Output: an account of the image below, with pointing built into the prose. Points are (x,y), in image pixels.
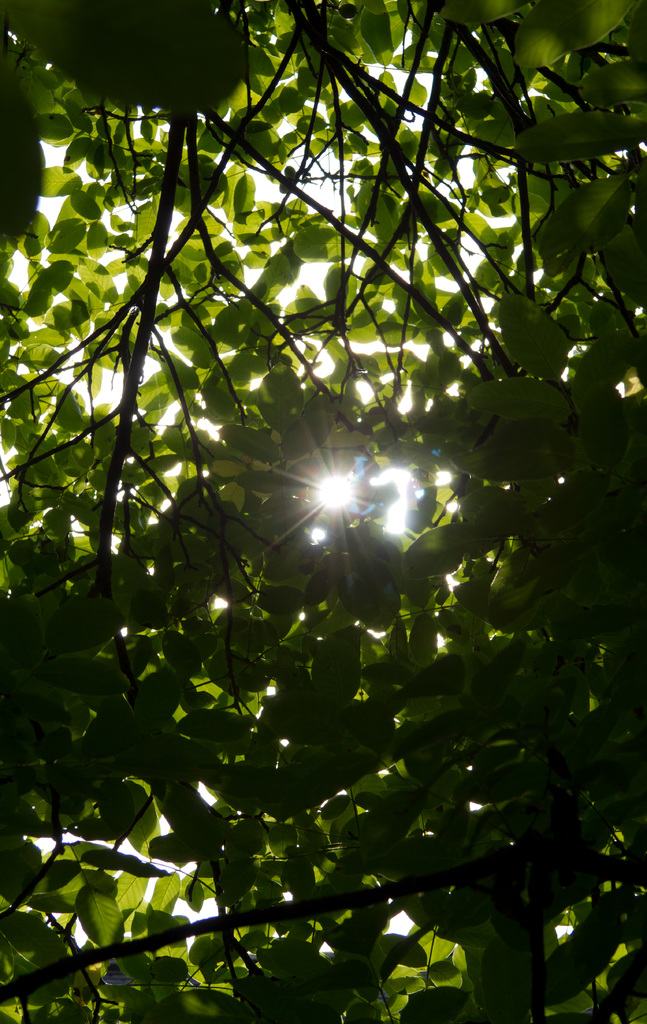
In this image I can see few trees (429,427) in green color and I can see the sun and the sky (405,525).
